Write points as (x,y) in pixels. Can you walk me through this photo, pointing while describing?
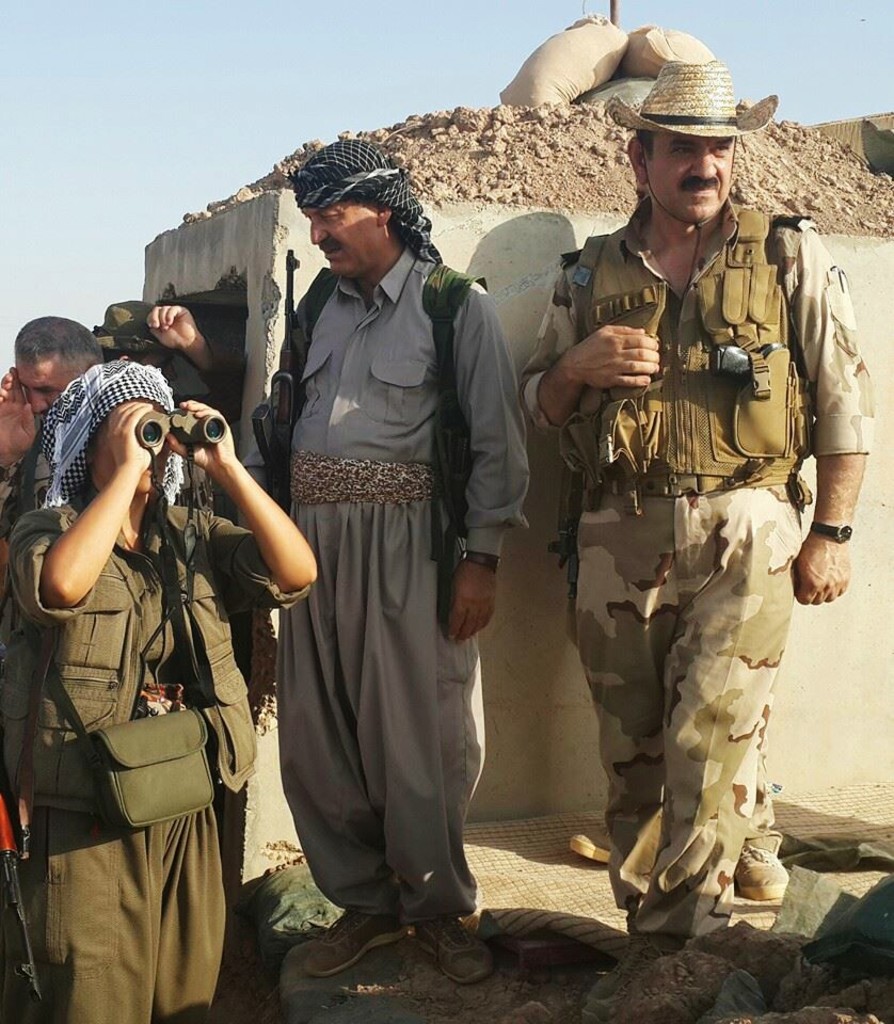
This picture shows the military man (704,480) wearing tan color dress (713,476) and cowboy hat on the head (635,164) looking on the right side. Beside we can see a man (330,695) wearing a traditional dress (405,421) with gun (289,353) standing and seeing on the left side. Behind there is small damage wall (489,254) with some sand (491,194). On the left side (188,590) there is a person (135,626) wearing green jacket (119,645) and a bag (121,743) looking straight from the binocular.
